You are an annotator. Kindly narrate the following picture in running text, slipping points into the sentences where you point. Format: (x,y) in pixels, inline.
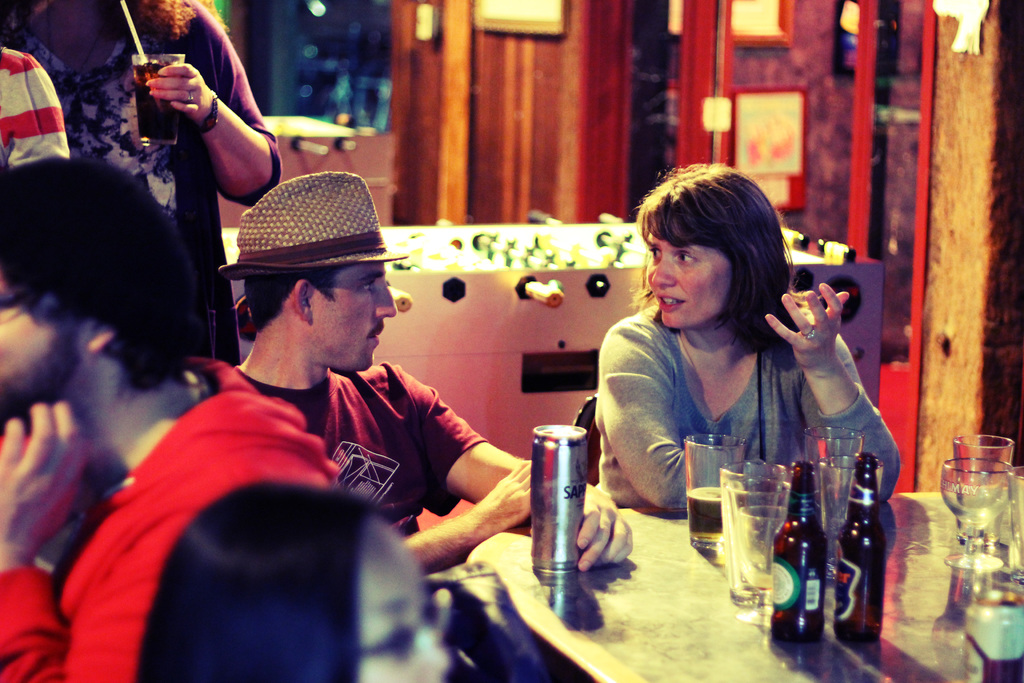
It seems to be a bar (433,104). The front there is a table (749,648) with beer bottle (839,603) and glasses (735,510). A woman (685,482) and man (392,410) sitting beside each other talking and there is another woman (169,173) standing at left side (137,124) holding a glass (144,101) and there is a gaming board (547,292) in the back side (547,292).
